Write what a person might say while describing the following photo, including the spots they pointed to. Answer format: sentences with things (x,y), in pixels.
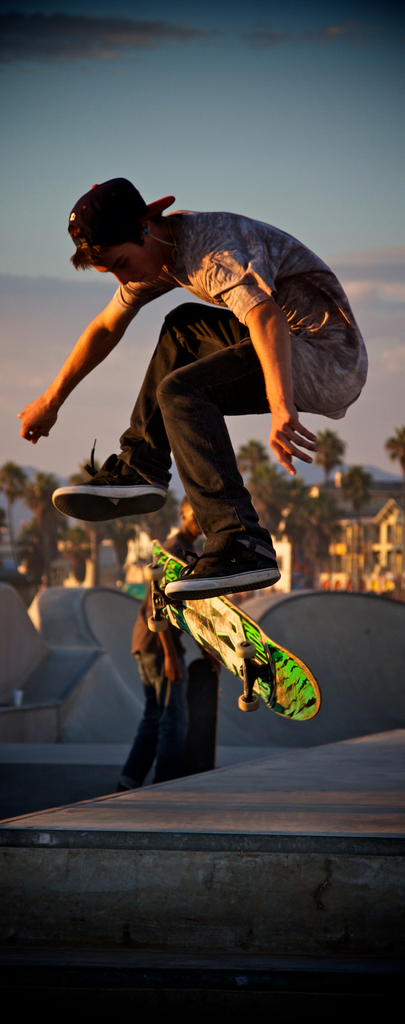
In this image I can see a person (245,369) wearing black pant (186,389), black hat (108,208), black and white shoes (232,570) is flying in the air (229,194) and I can see a skateboard (242,677) which is black, white and green in color below him. In the background (252,615) I can see a person (162,676) standing, the skating track (323,681), few buildings (285,580), few trees (159,515), few mountains (383,479) and the sky (21,95).
